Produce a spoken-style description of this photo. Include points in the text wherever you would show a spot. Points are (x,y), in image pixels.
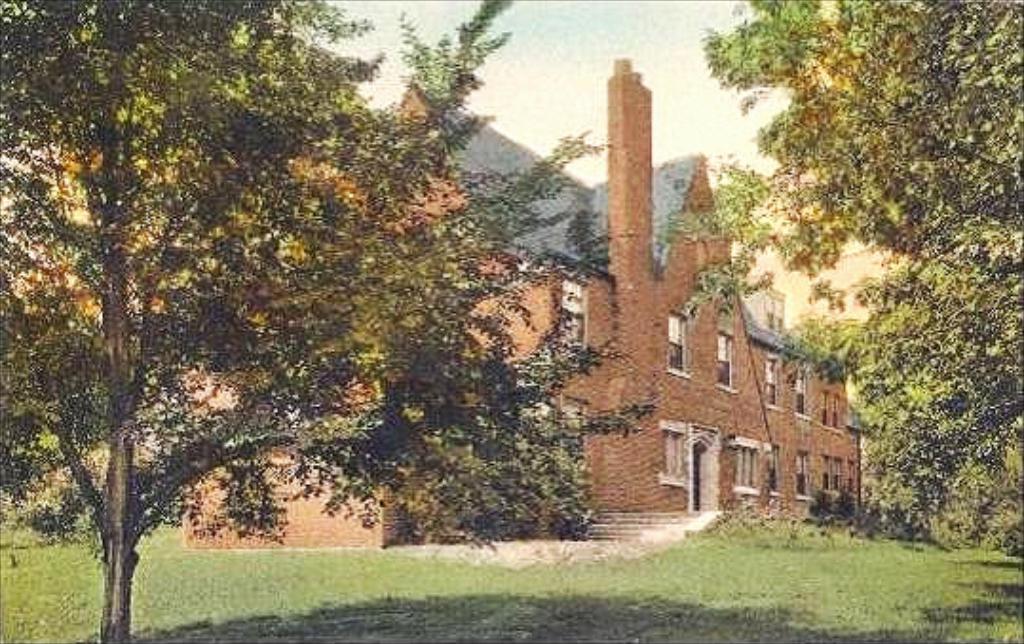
In the foreground of this image (787,603), there is grass land (609,613) and on either side, there are trees (949,386). Behind it, there is a building (711,365). At the top (598,19), there is the sky (571,21).
